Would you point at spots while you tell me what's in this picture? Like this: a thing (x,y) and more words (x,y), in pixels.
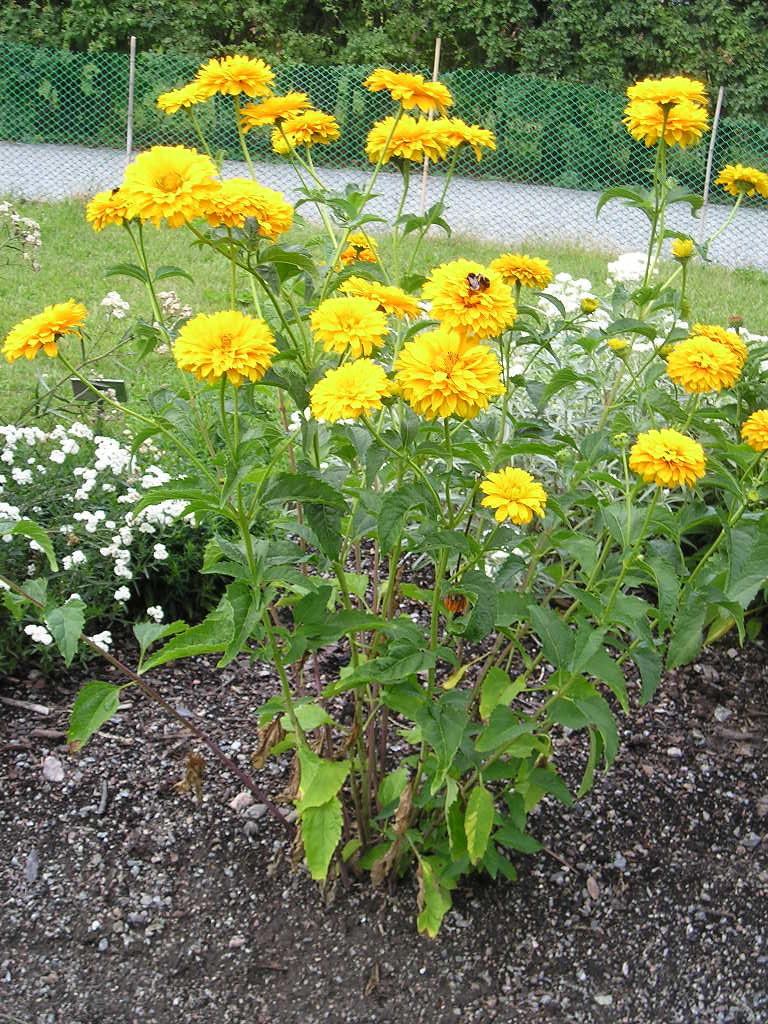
In the middle of the image (389,488) I can see plants (308,444) with flowers (429,343). In the background (426,199), I can see grills (185,118) and a group of trees (521,6). At the bottom of the image (5,963) I can see sand (333,973).
